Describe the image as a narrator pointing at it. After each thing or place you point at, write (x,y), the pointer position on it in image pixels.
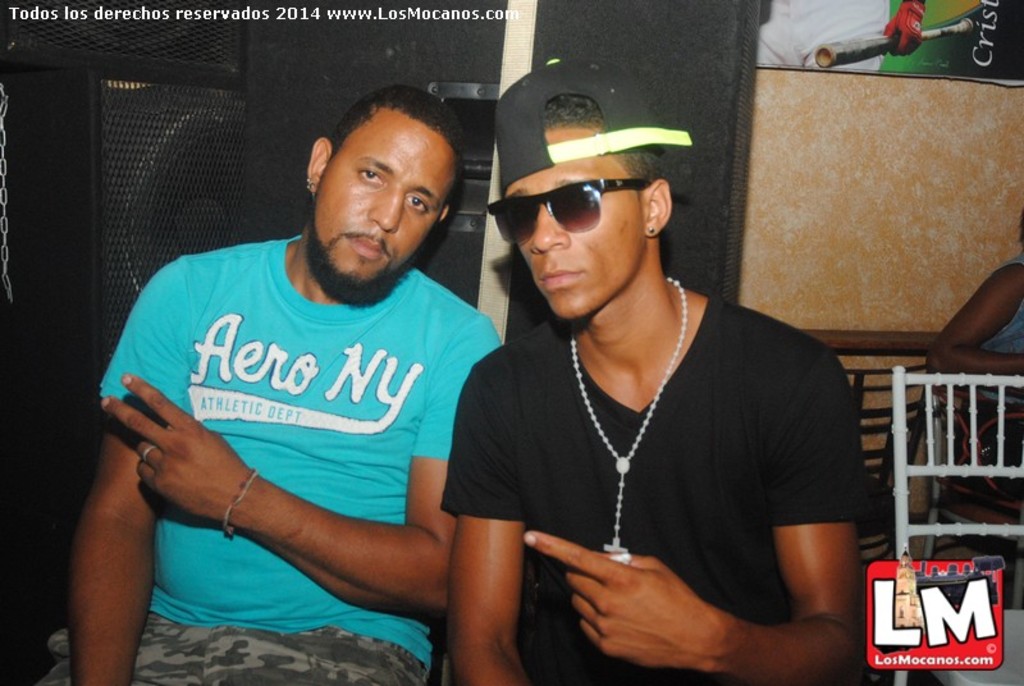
In this image there are two men (459,373) in the middle (500,409). The man (672,410) on the right side (685,469) is wearing the black cap (568,90) and a chain (620,513). In the background (148,127) there are speakers (154,103). On the right side (840,236) there is a wall (817,229) with a sticker (908,67) on it. There is a person (971,313) sitting in the chair (919,375) on the right side (968,341).
